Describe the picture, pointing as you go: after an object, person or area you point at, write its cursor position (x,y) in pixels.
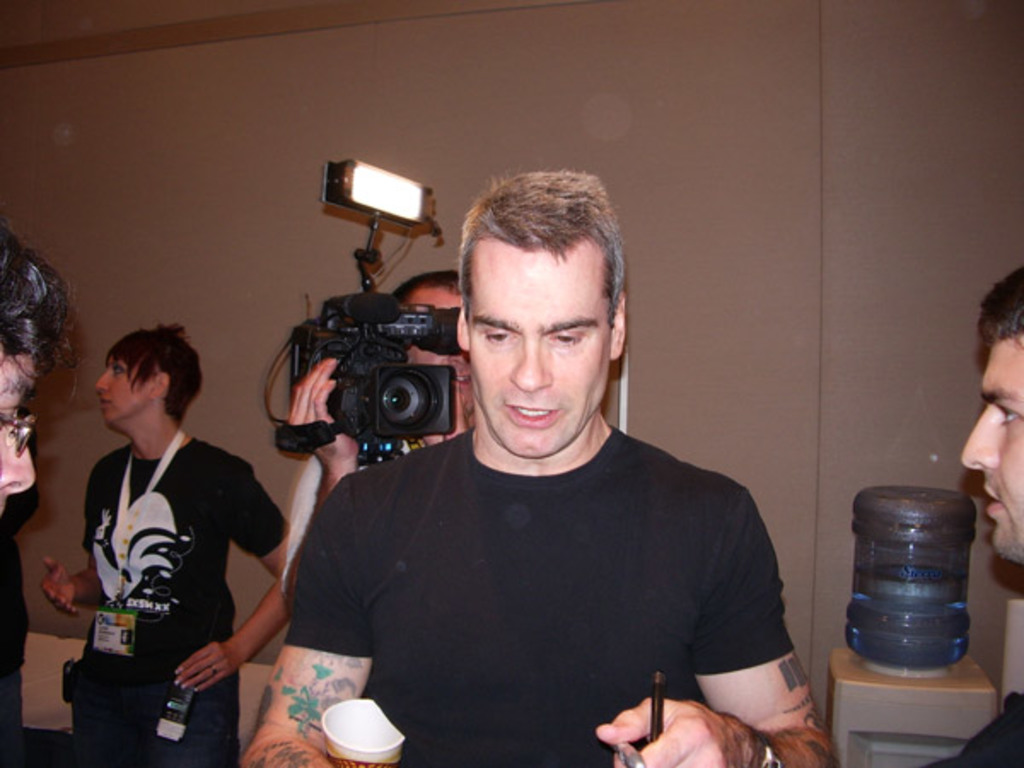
A man (446,585) with black t-shirt (523,619) is standing. Behind him there is a man (319,392) holding a video camera (374,385). And to the left side (179,506) there is a lady (182,532) standing. And to the right corner (1007,523) there is a man (1007,501). And we can see a water bottle can filter (930,627).
